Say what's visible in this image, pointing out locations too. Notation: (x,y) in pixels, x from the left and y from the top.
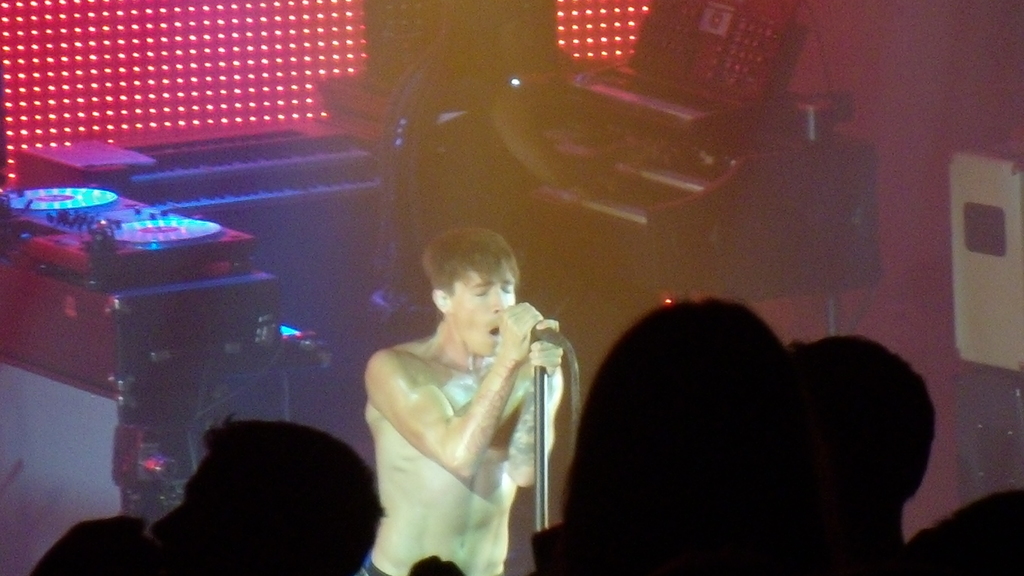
On the left side of the image (10,211) we can see some musical instruments (132,244) and a piano (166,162). In the middle of the image (489,307) we can see a person (522,405) holding a mike (545,332) and singing a song because his mouth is open. On the right side of the image (756,573) we can see box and some persons (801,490).
